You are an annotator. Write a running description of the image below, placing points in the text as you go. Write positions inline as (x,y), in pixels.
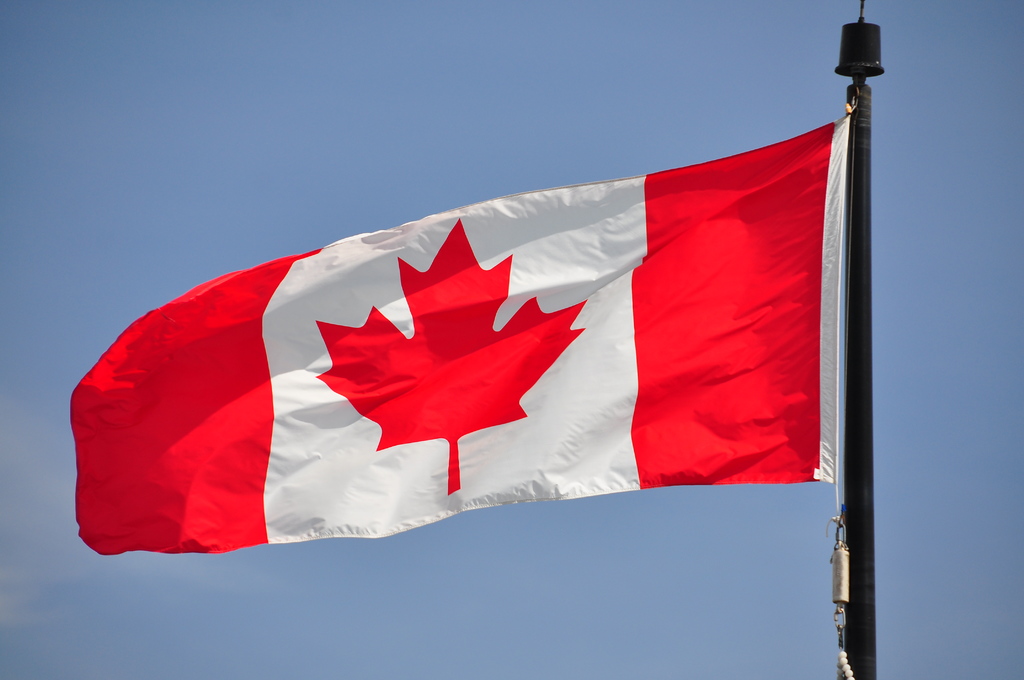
In the image there is a flag (811,241) flying in the air (133,266), it is attached to a pole (864,287).
